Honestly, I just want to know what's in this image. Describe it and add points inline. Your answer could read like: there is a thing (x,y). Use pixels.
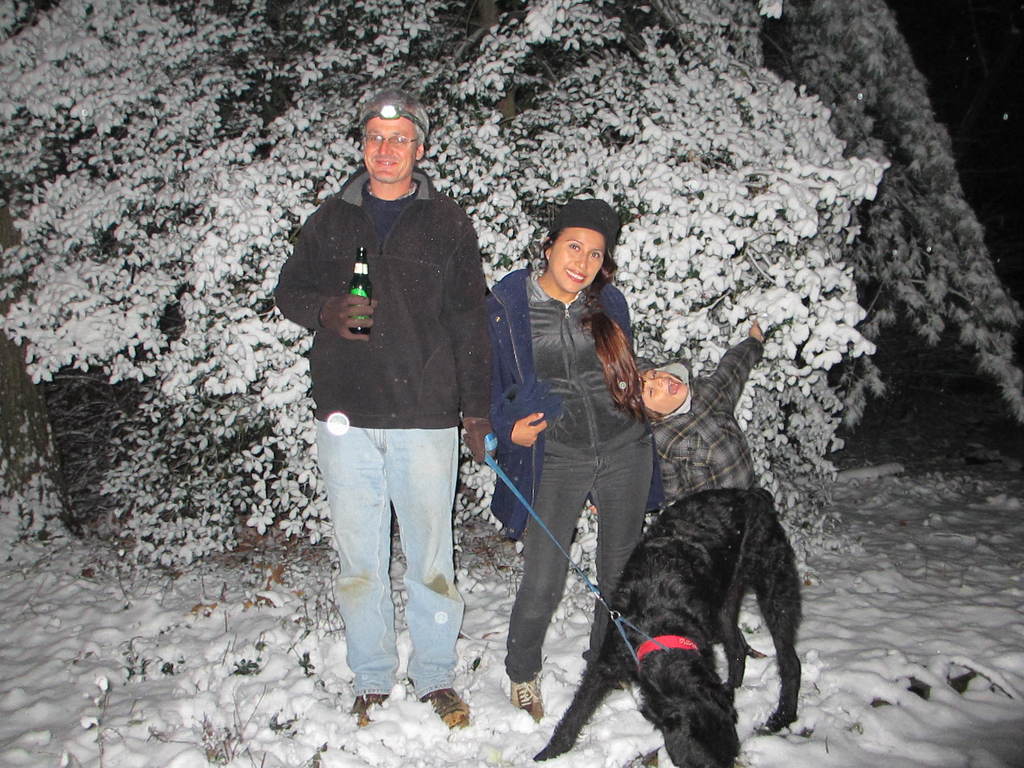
This picture shows a Man (418,235), a Woman (565,447), a boy (678,464) and a dog (706,580) all the three are smiling and this man (336,319) is holding a beer bottle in his right hand (348,308) the woman (597,228) is wearing a cap (572,207) and this boy's (738,432) wearing a hoodie (708,463) in the background (200,208) is a tree (691,145) covered with snow (919,542) and snow (921,627) on the floor (99,694).
